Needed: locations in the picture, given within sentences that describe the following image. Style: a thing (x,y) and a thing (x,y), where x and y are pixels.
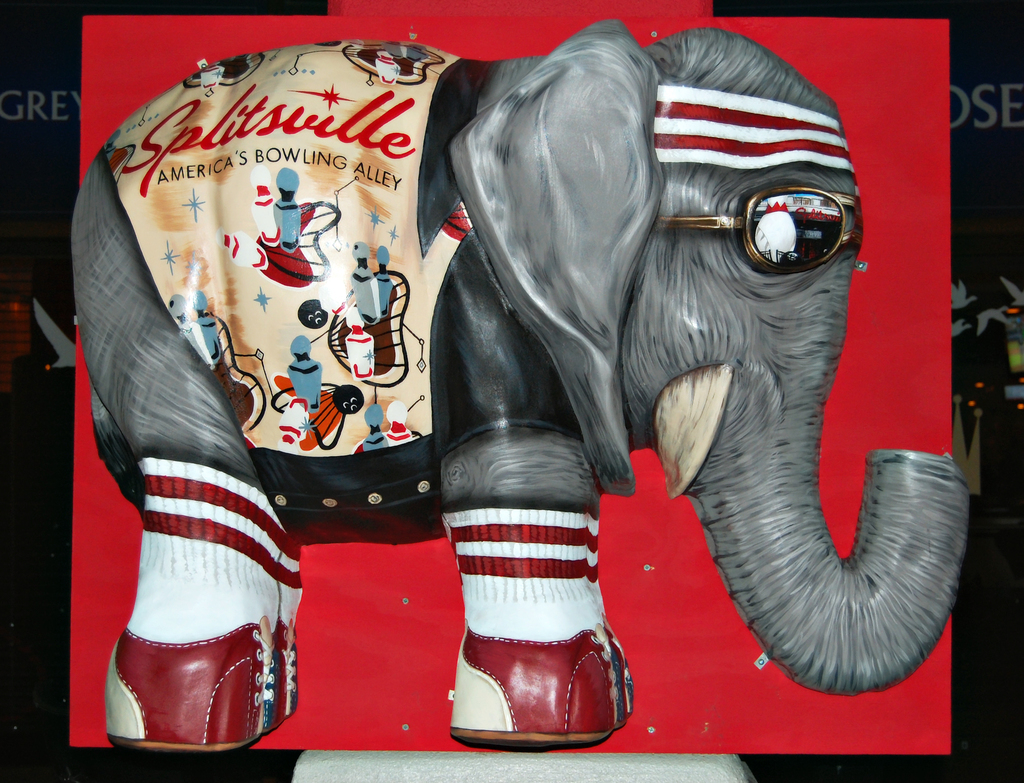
In this image, we can see a board (893,151) contains depiction of an elephant (303,238).
